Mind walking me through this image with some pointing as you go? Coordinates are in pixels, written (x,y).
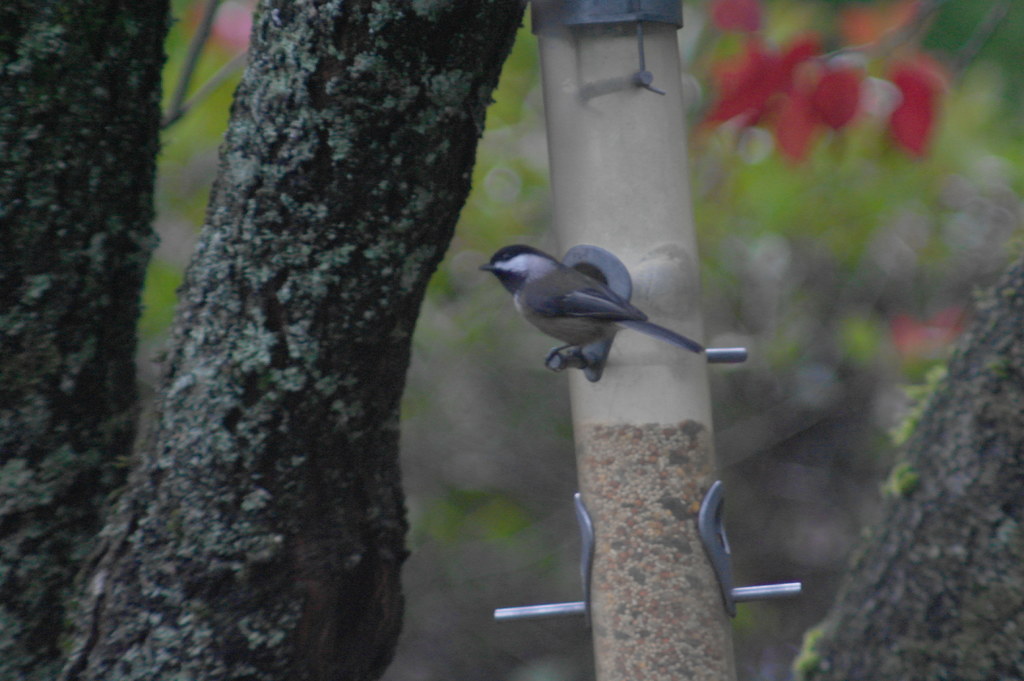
In this picture I can observe a bird (529,307) on the pole (616,348). On the left side (26,289) I can observe tree (70,162). The background (857,174) is blurred.
